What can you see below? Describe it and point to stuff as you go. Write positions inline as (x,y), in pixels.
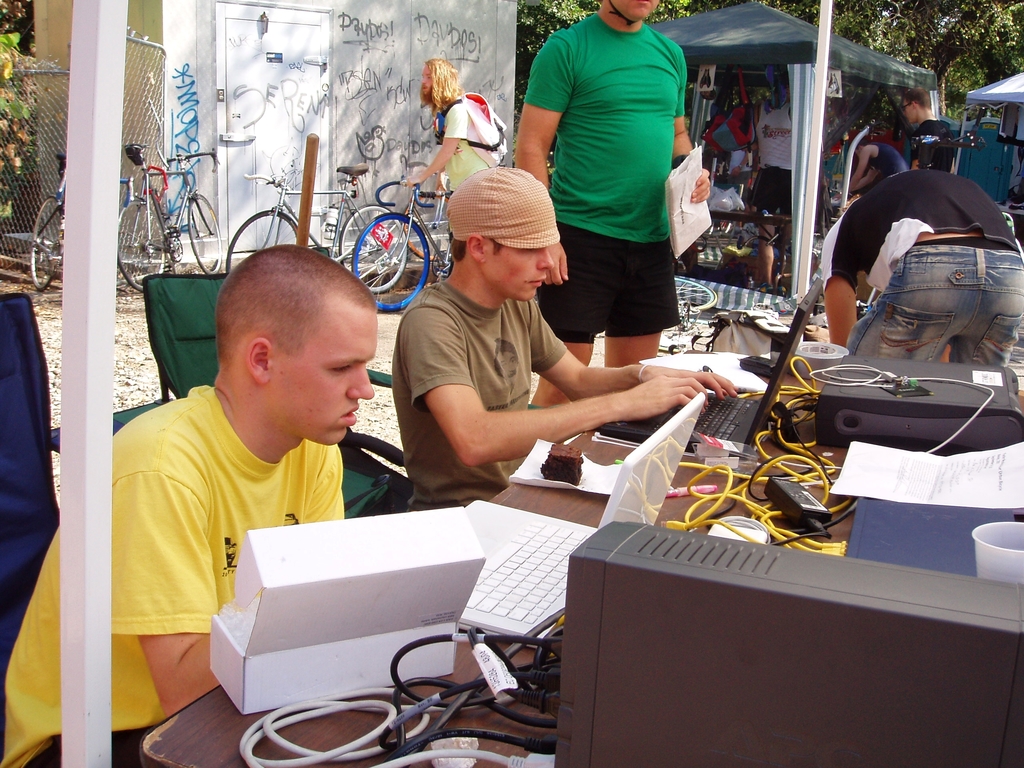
This picture shows a couple of Men (294,431) seated on the chairs (16,403) and working on the laptops (727,401) and we see papers (952,502) and a box (340,628) on the table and we see a man (652,175) standing and holding papers (685,234) in his hand (699,201) and we see few of them standing on the side and few bicycles (339,211) parked and we see another man (429,175) holding bicycle (432,193) and he wore a backpack (484,123) on his back (481,128) and we see trees (675,2) and couple of tents (983,97).
